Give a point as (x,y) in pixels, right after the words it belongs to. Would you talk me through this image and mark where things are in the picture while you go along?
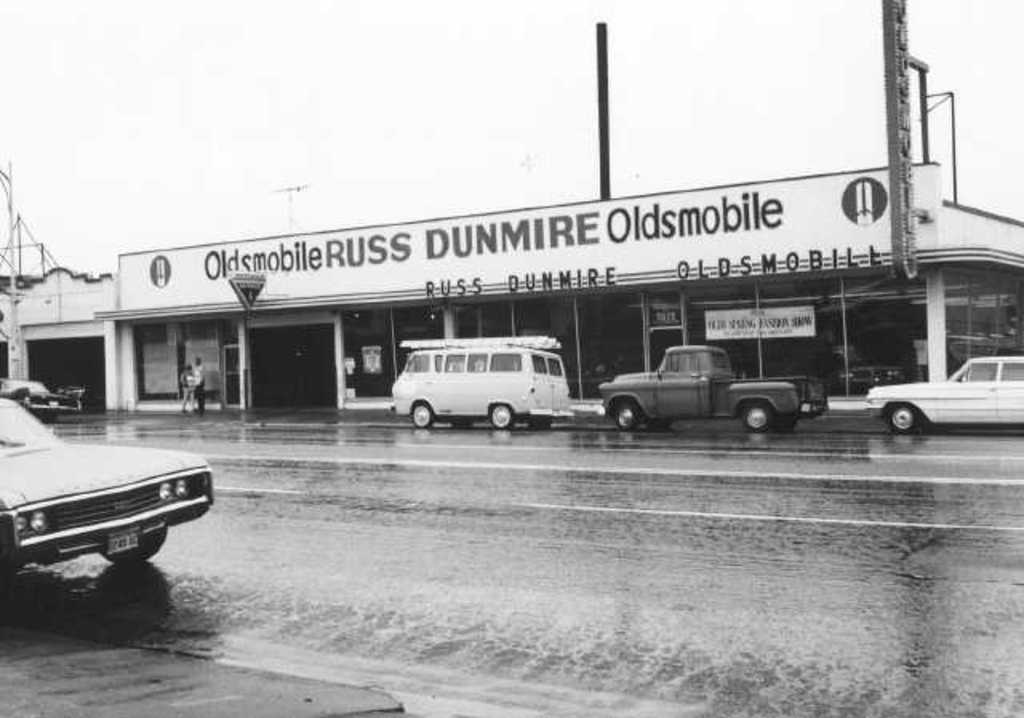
This image consists of many vehicles (924,406) on the road (856,589). At the bottom (898,589), there is a road (986,546). In the front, we can see a building (765,288) on which there is text (554,217). At the top (210,74), there is sky (219,95).
